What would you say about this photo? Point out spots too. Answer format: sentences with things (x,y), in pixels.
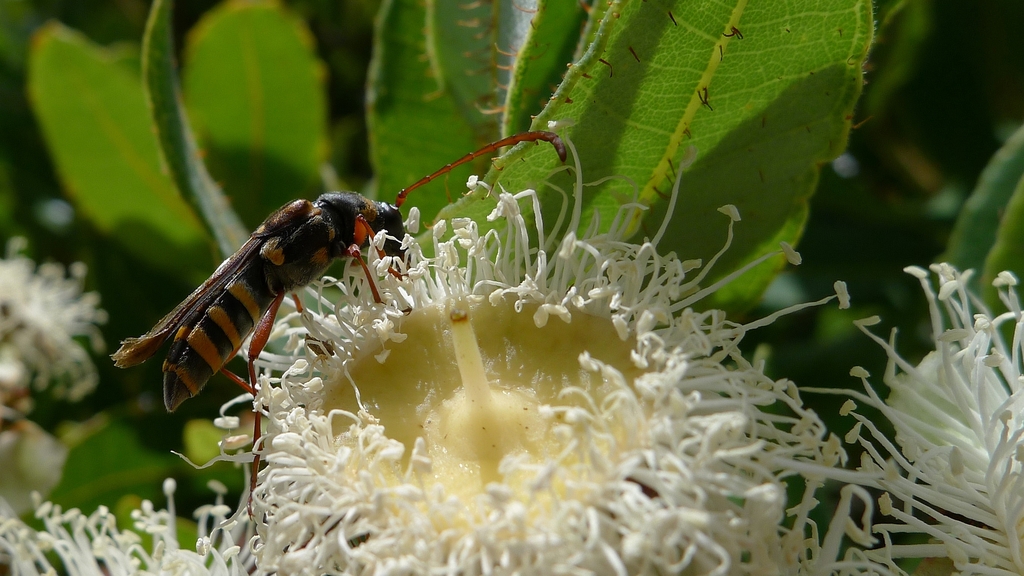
In this image we can see flowers (836,474) and leaves (982,267). On the flower (379,240) there is an insect (359,242). In the background (928,18) it is blur.
